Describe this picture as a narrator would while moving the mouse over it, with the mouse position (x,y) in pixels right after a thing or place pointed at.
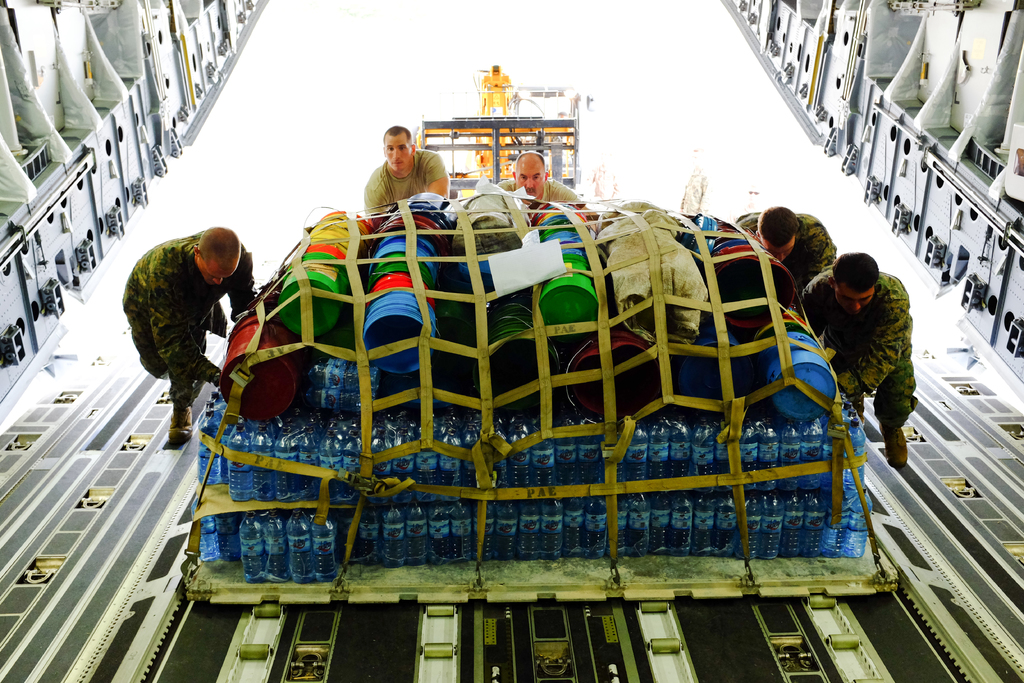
In this image we can see the group of bottles (317,546) and buckets (631,345) and there are few persons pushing those into an aircraft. Behind the a person (543,175) we can see a vehicle (509,128) and few persons (391,170).
